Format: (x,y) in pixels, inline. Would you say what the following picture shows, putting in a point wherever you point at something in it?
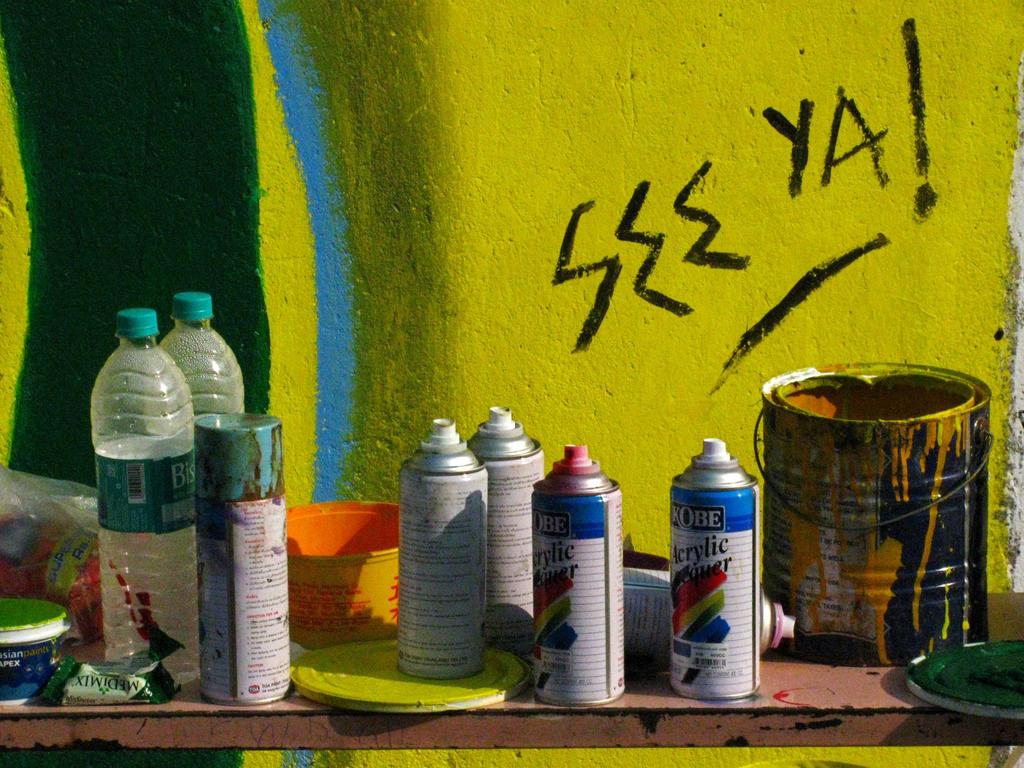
On the table (644,719) there are six bottle (522,572) and to the right side (888,493) there is a paint box (905,472), in front of it there is a lid (924,691). And in the middle (353,511) there is a orange color bowl (338,539) and two water bottles (214,380). To the left side (62,640) there is a box (31,668) and packet (126,684) on it. And on the wall (379,227) there is a green, yellow and blue colors painted on it.
